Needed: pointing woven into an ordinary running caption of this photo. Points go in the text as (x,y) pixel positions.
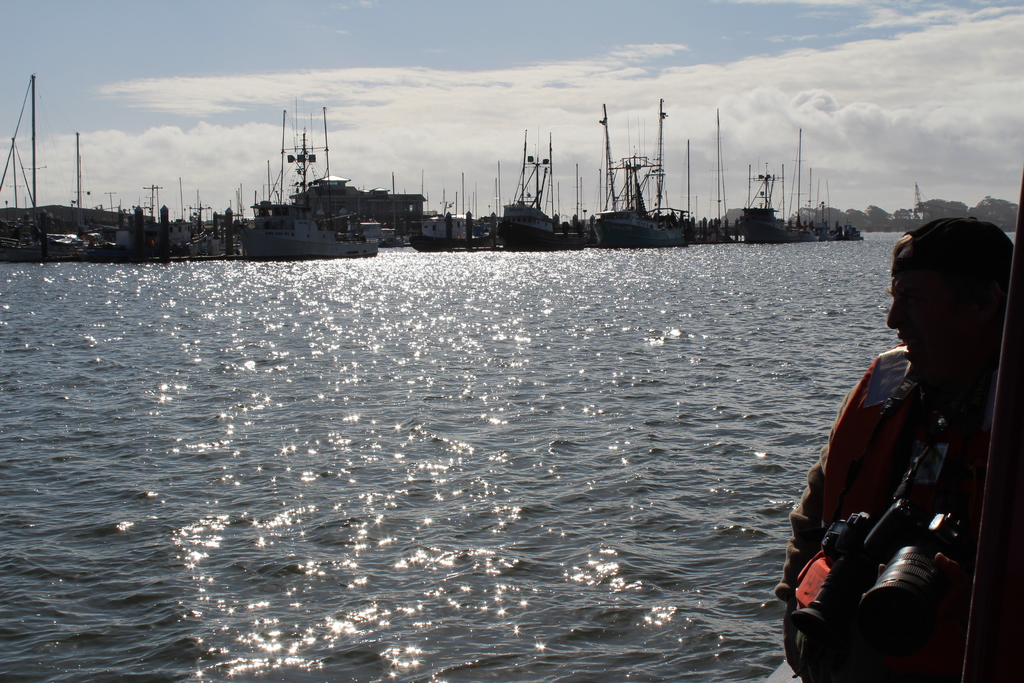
This picture is clicked outside the city. On the right (941,361) there is a person (878,451) holding some objects (882,544) and standing. In the center (428,425) there is a water body (587,322). In the background (679,26) we can see the sky (241,26) which is full of clouds (535,103) and we can see the ships (365,229) and some boats (315,223) and we can see the trees (1007,217) and the poles (769,173).
